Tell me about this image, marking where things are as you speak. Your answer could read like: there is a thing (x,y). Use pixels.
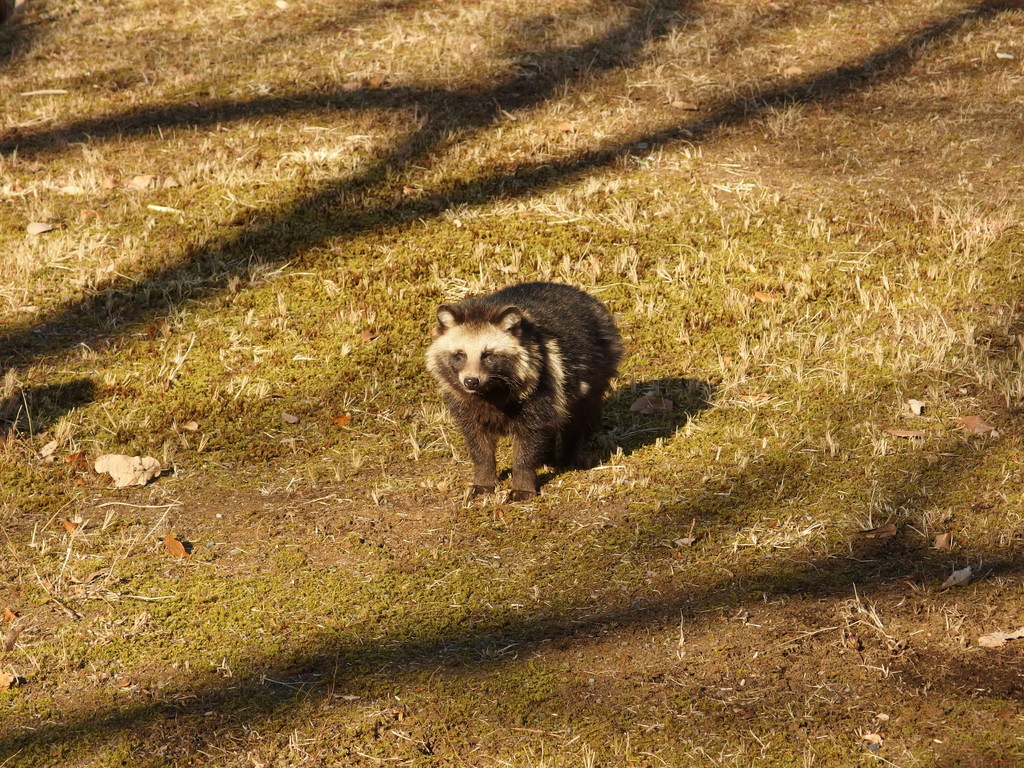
In this picture we can see an animal (550,298) standing on the ground (787,655) and in the background (419,287) we can see the grass (389,259).
